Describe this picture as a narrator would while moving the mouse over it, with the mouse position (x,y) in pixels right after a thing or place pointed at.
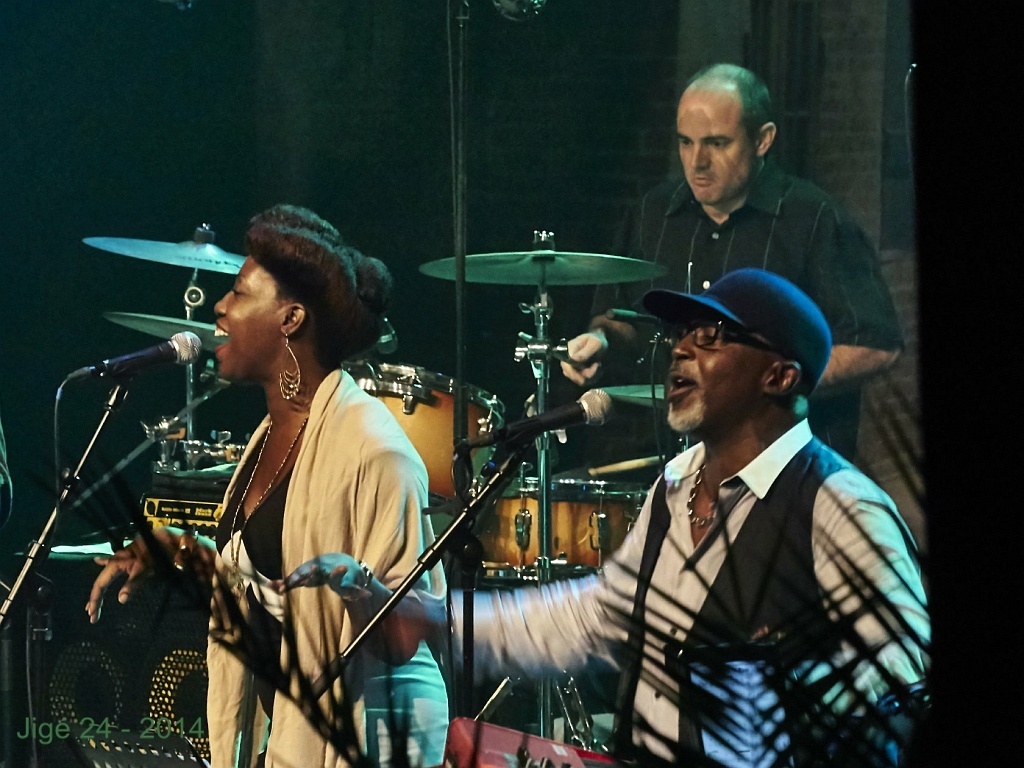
In this image I can see three persons (408,636) and in the front of them I can see two mics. I can also see a speaker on the left side (178,518) and in the background (424,449) I can see a drum set (422,444). On the right side of this image (934,370) I can see few black color things (756,653) and on the bottom left side of this image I can see a watermark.
